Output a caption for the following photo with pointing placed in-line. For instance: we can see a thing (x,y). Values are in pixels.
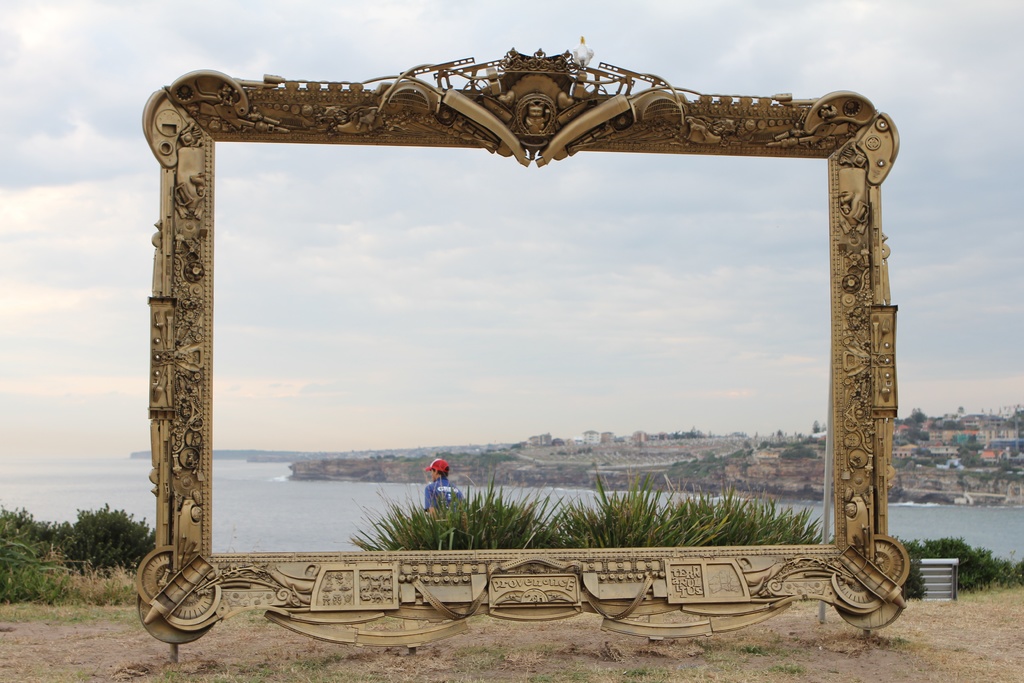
In this image we can see a bird (576,61) on the structural frame (551,124). In the background (754,531) we can see the grass (581,537) and also some plants (29,565). We can also see a man (440,488) with a red cap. Image also consists of many buildings (961,434) and trees (958,447). We can also see the sea (297,492). There is sky (371,300) with the clouds (118,68) and at the bottom (314,679) we can see the land (954,650).
